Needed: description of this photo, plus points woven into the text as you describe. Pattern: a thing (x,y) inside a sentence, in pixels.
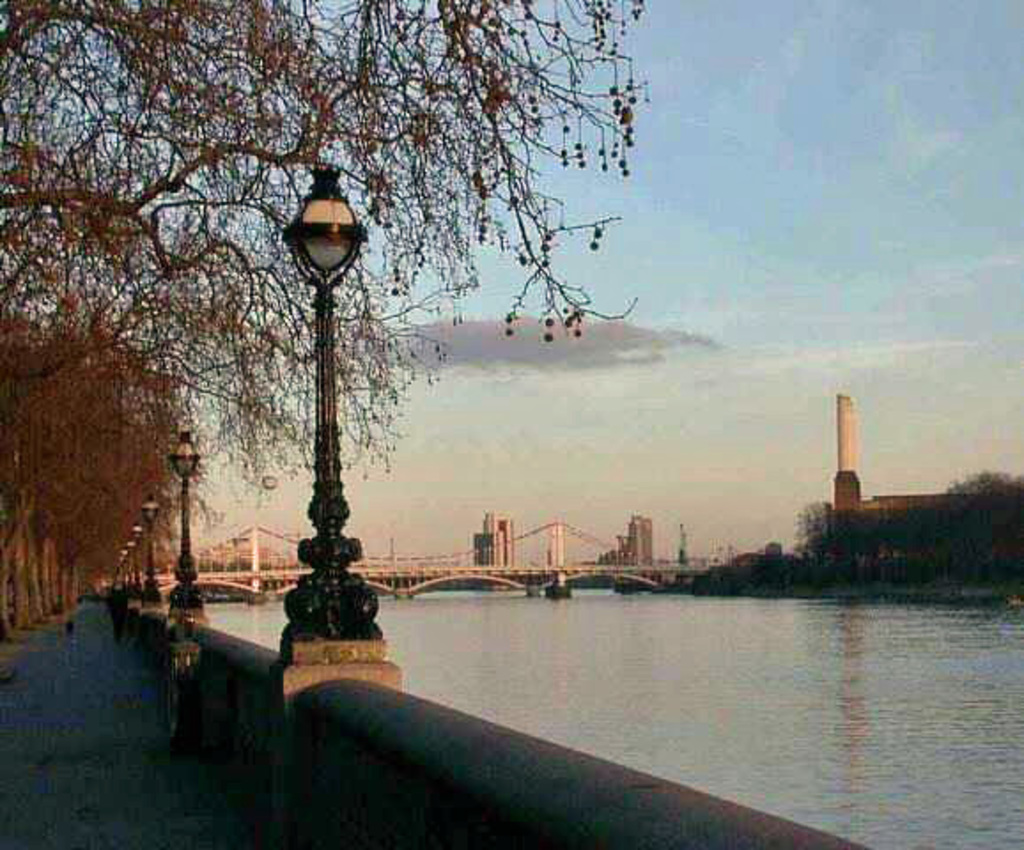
This image is taken outdoors. At the top of the image (745,240) there is the sky (638,390) with clouds (792,361). On the left side of the image (113,520) there are many trees (119,262) and there is a road (136,727). There is a fence (304,690) and there are a few poles (332,403) with street lights (321,254). On the right side of the image (725,619) there is a river (496,678) with water (905,626). There are a few trees (820,530) and there are a few buildings (852,477). In the background (570,579) there is a bridge (441,555) with pillars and railings (390,566) and there are a few buildings (505,550).
